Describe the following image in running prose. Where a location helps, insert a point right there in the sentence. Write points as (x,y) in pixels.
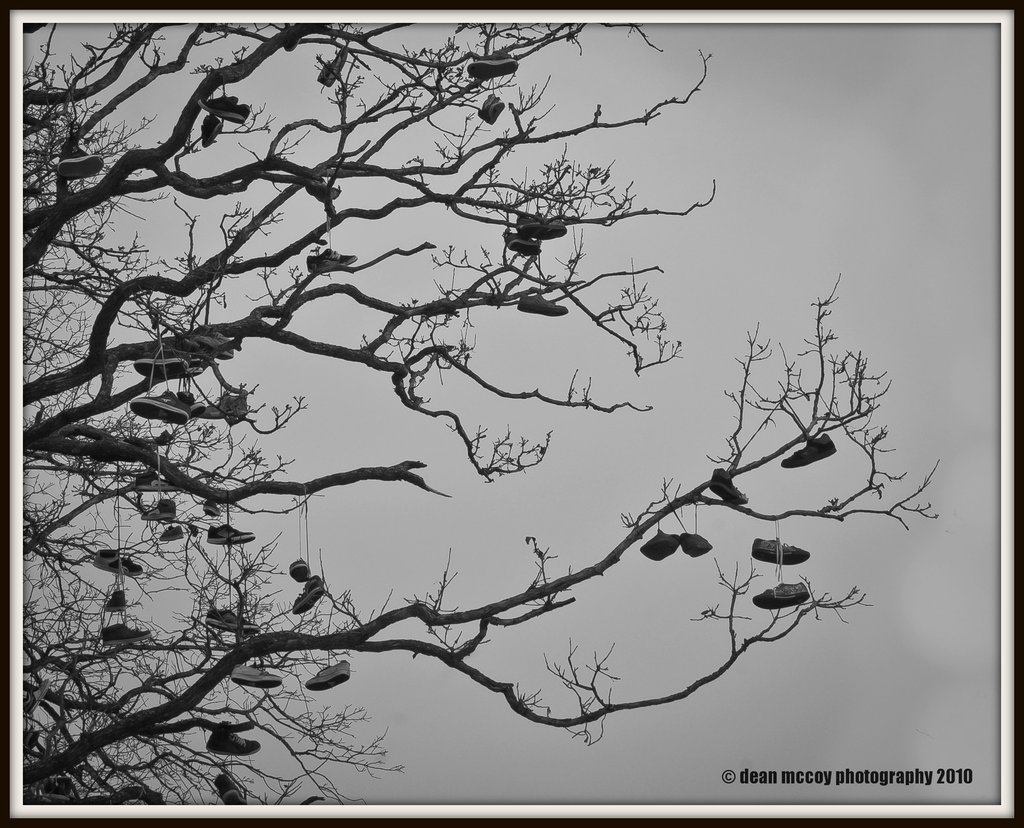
In this image we can see a photo (685,490). We can see the sky (855,739) in the image. There are many shoes (793,599) hung to a tree (239,650). There is some text (794,774) at the bottom right most of the image (855,779).
